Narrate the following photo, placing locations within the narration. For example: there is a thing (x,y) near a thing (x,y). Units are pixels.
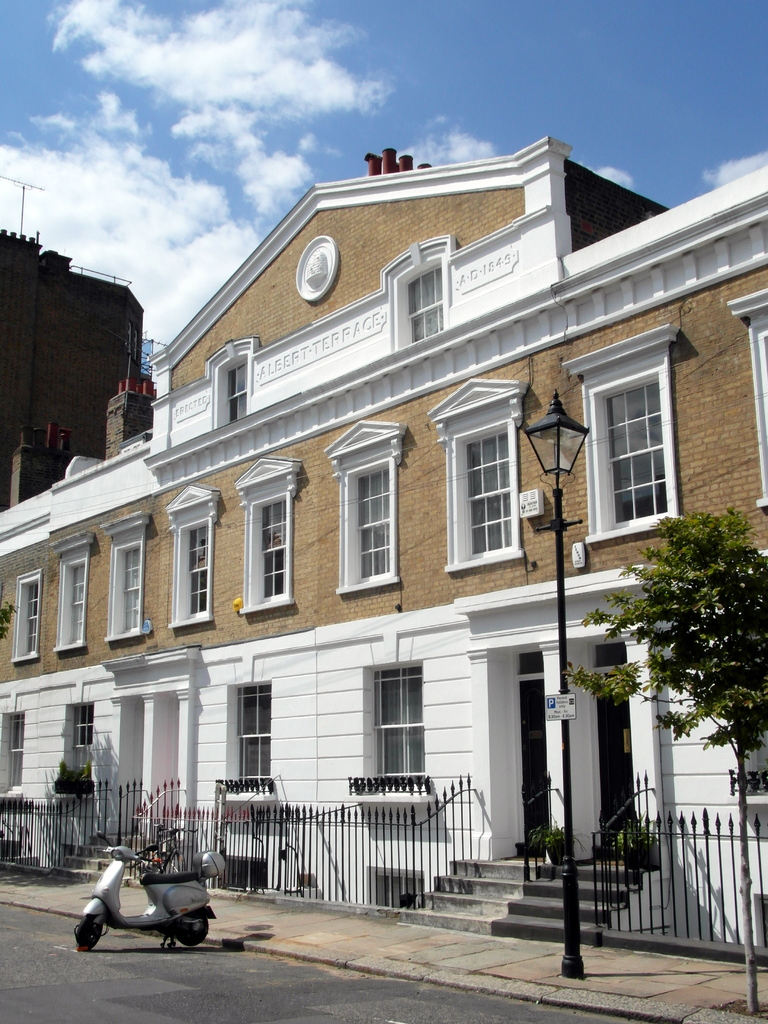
In this picture we can see few buildings (318,654), pole (560,548), light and a tree (697,639), in front of the building (159,773) we can find fence (209,827) and a scooter (203,855), in the background (190,181) we can see clouds (167,169).
